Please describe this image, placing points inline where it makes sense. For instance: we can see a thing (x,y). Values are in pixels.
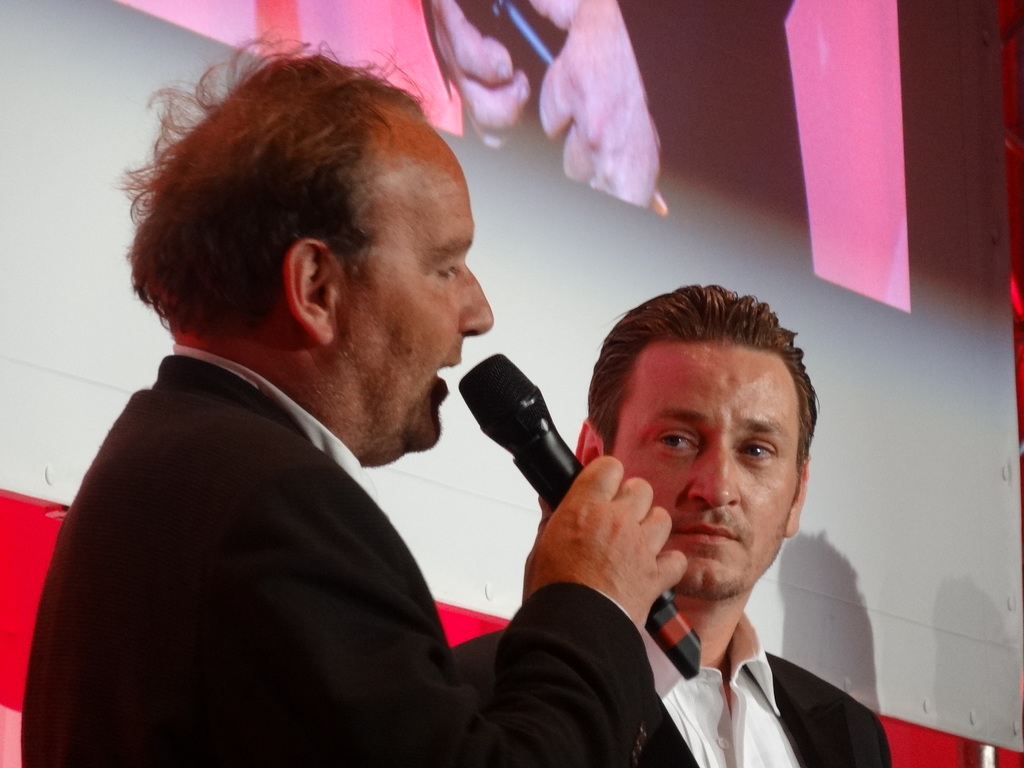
There are two men (681,600) standing. To the left side (213,588) there is a men (260,614) with the black jacket (391,641) is holding a mic (570,472) in his hand (657,556) and he is talking. And to the right (782,701) there is a man (825,716) with black jacket (804,734) and white shirt (737,725) is standing. Behind them there is a screen (630,116).
